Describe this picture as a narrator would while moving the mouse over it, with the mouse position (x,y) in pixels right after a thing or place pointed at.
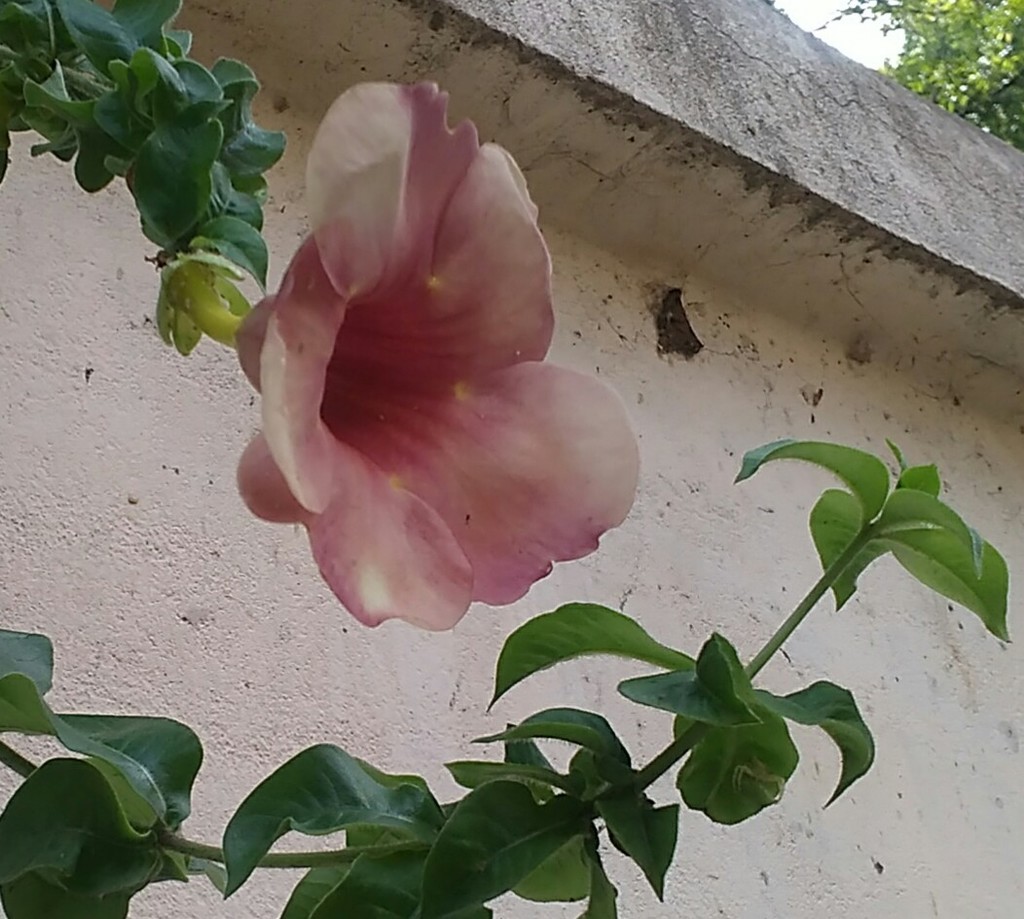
In this picture we can see a flower (486,407), plants (150,166) and a wall (738,366), in the background (961,11) we can find a tree (964,61).
